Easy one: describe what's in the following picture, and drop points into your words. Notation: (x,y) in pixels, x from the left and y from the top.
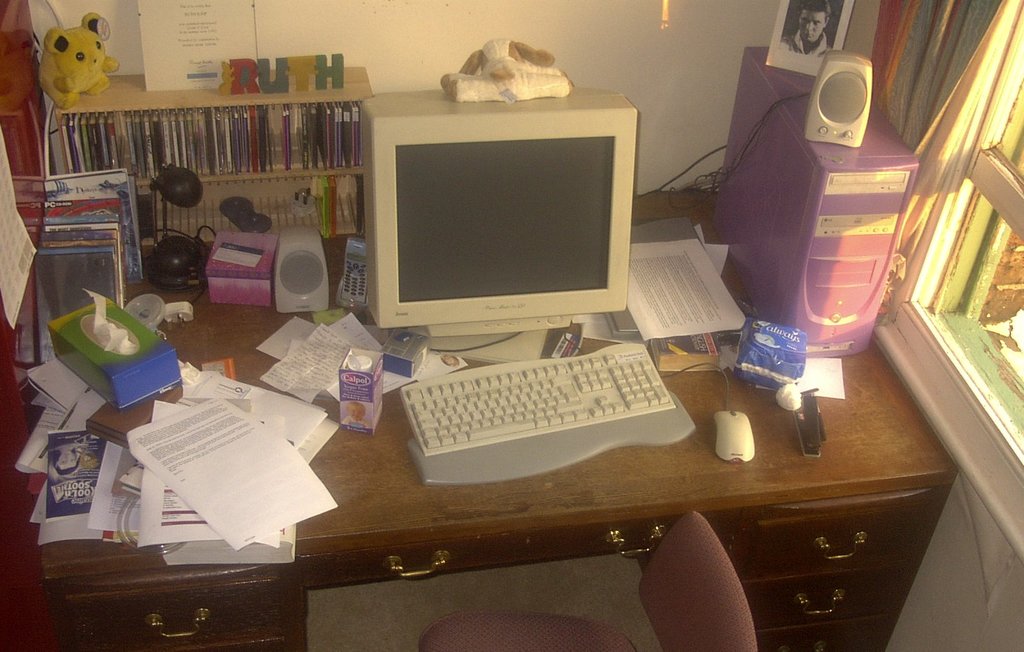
In the center (401,430) we can see table (441,519), on table (395,443) we can see monitor (506,247), key board (546,390), tetra pack (367,400), papers (200,453), box (115,372), mouse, PC (811,282), shelf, doll (71,63) etc. In bottom (687,614) we can see chair (665,577) and back we can see wall (658,51) and window (968,247).
